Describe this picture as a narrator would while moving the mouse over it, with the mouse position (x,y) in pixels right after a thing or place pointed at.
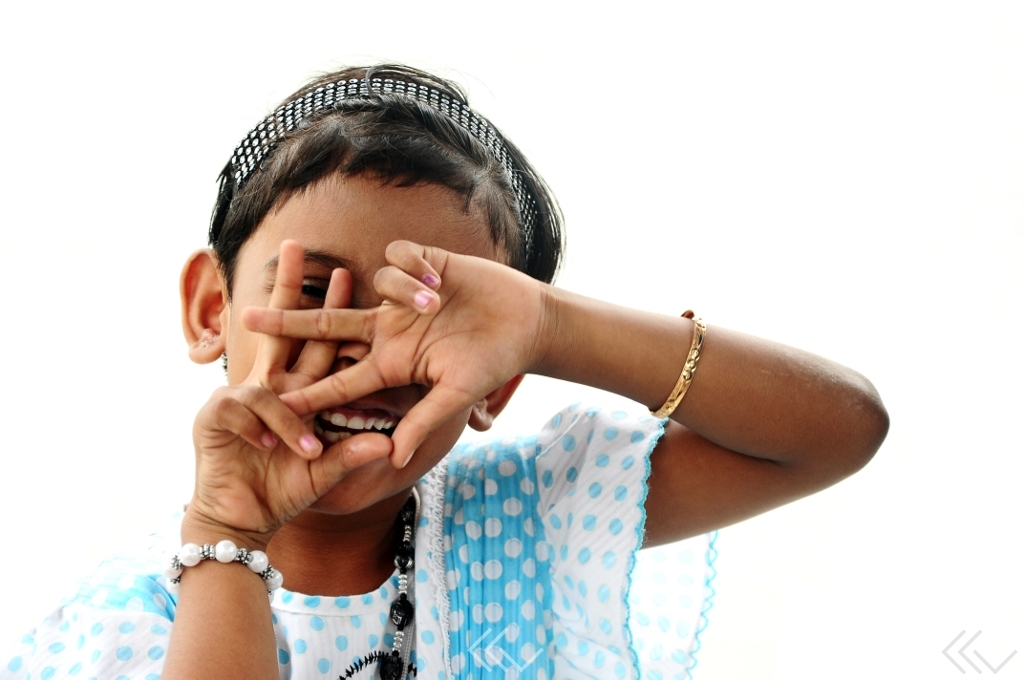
In this image there is a girl (321,429) smiling.
